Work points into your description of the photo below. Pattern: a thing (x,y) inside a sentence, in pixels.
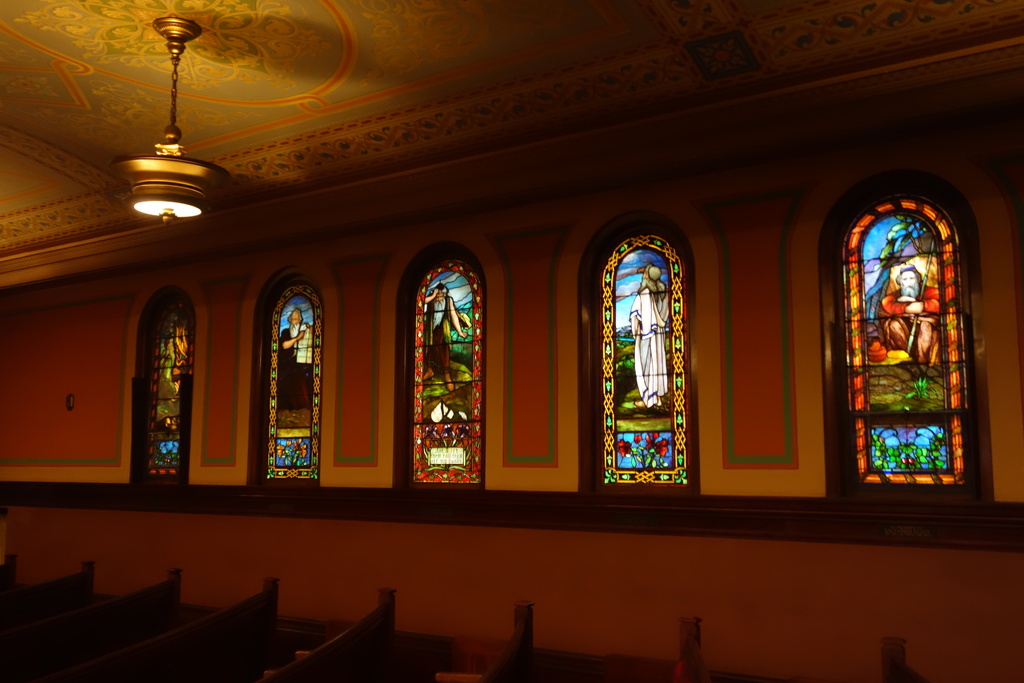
The image is taken in the church (186,560). In the center of the image (421,346) there are glasses (425,411) designed with pictures (646,387). At the bottom (47,594) there are benches (360,626). At the top (194,196) there is light (171,206).
